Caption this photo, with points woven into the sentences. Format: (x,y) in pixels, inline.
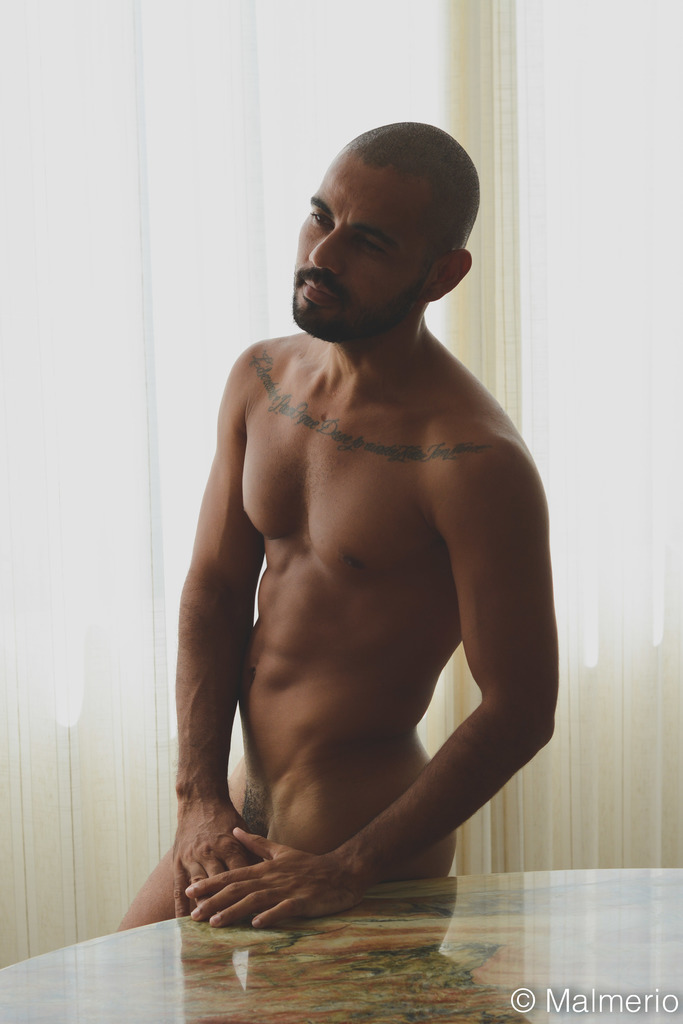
In this image I see man (399,476) who is naked and I see the table (481,891) over here and I see the watermark (648,998) over here and it is white in the background (501,325).
